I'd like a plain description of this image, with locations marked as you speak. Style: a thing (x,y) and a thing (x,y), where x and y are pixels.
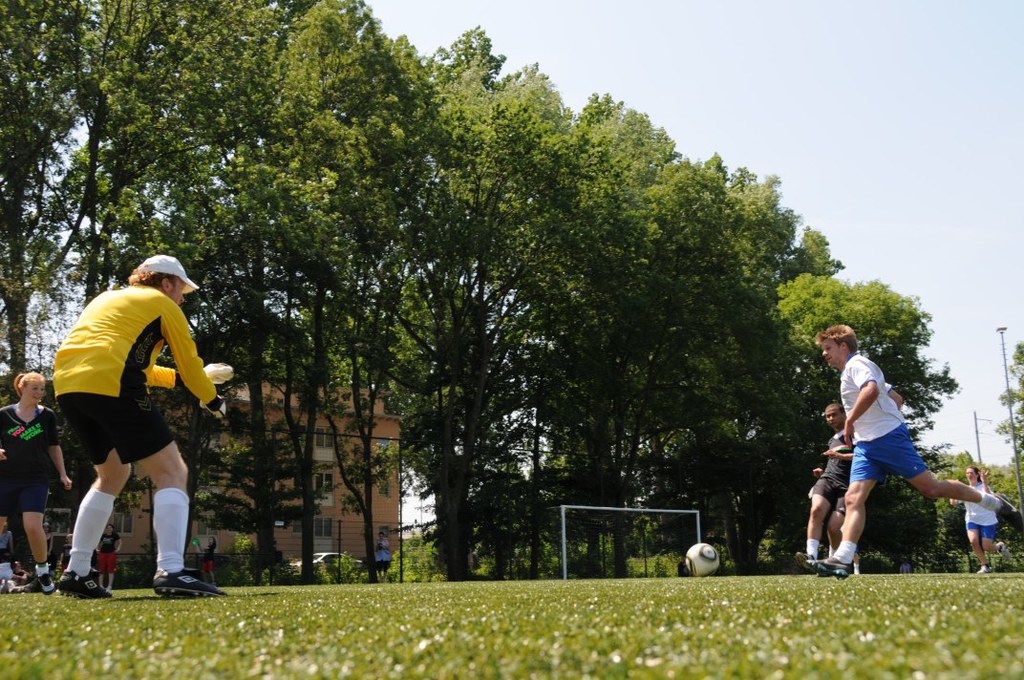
An outside picture. Trees (751,465) are line by line. Far there is a building (342,497) with windows (330,492). This person (131,421) is standing on a grass (198,634). This persons (860,513) are running, as there is a leg movement. These is a ball (697,559). This woman (30,442) is standing. Sky (846,167) is in white color. Far there are poles (978,444).
